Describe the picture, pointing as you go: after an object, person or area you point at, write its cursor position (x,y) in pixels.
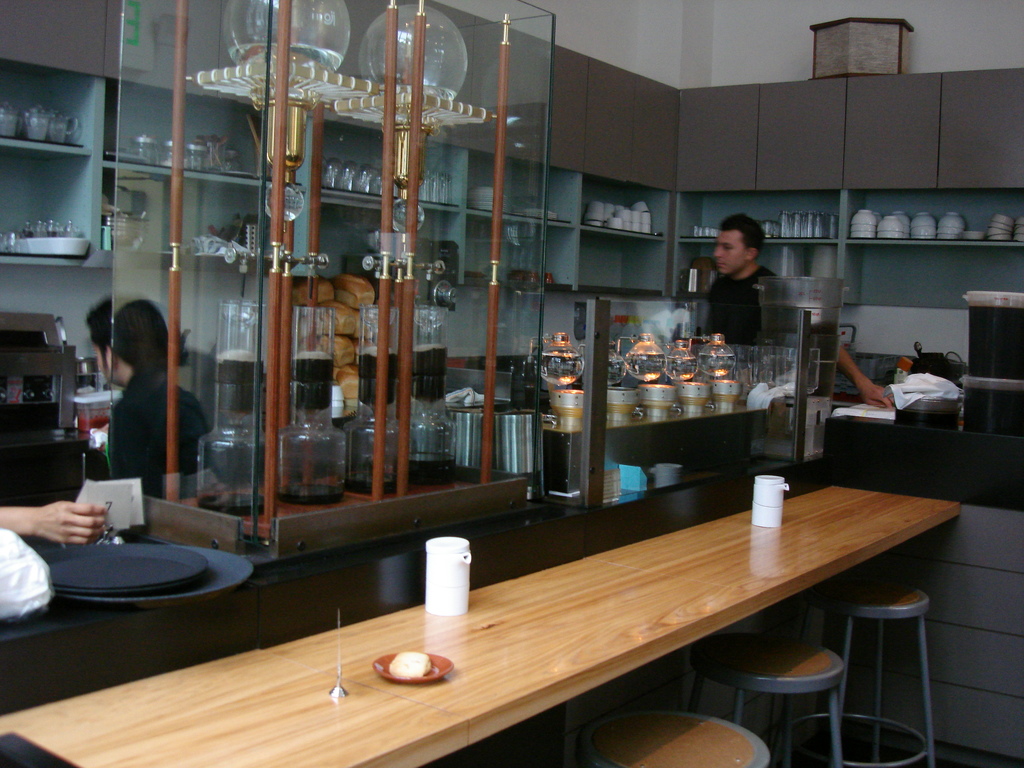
In this image at the bottom (345,698) there is a table (439,653), on the table (281,664) there are some objects (397,667), under the table (352,703), there are some stools (900,590), in the middle (557,380) there are glass jars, lights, behind the wall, there is a rack (329,154), in the rack (48,183) there are some bowls (895,220), glasses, in front of the rack (1023,282) there are some persons (95,309), at the top (757,25) there is the wall (654,27), on the left side (62,523) there is a person's hand (73,511) which is holding paper (89,487) and plates (193,559) kept on table (65,621).
